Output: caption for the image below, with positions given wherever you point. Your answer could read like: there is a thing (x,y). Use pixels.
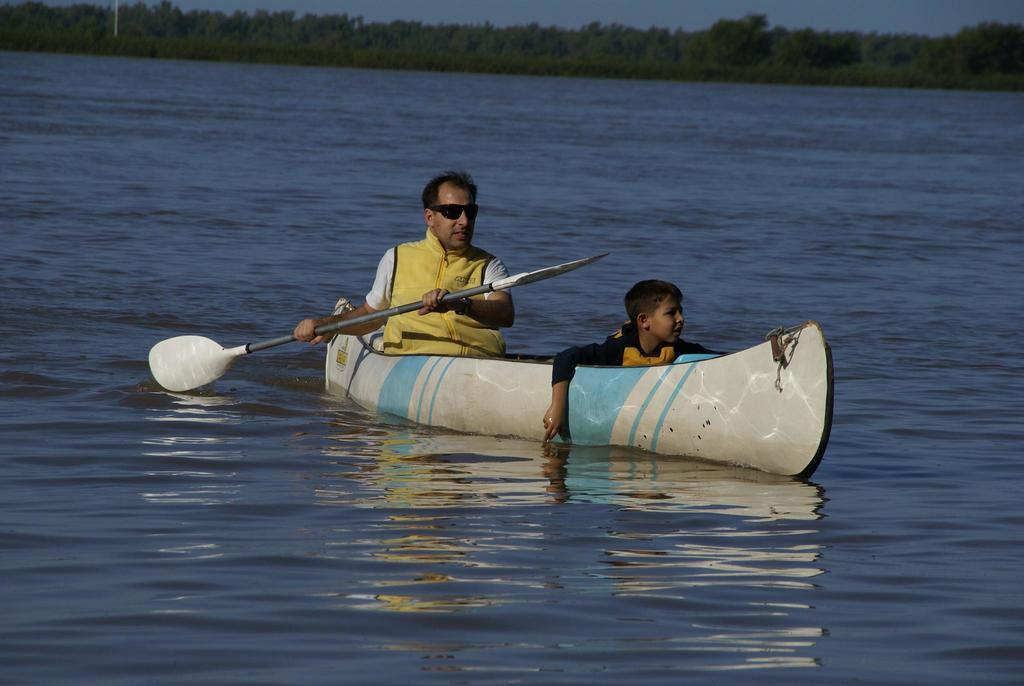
In this image, I can see a boy (601,359) and a man (390,343) holding a paddle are sitting on a boat (483,406), which is on the water (522,456). In the background (226,51), there are trees (701,62) and the sky (892,20).
